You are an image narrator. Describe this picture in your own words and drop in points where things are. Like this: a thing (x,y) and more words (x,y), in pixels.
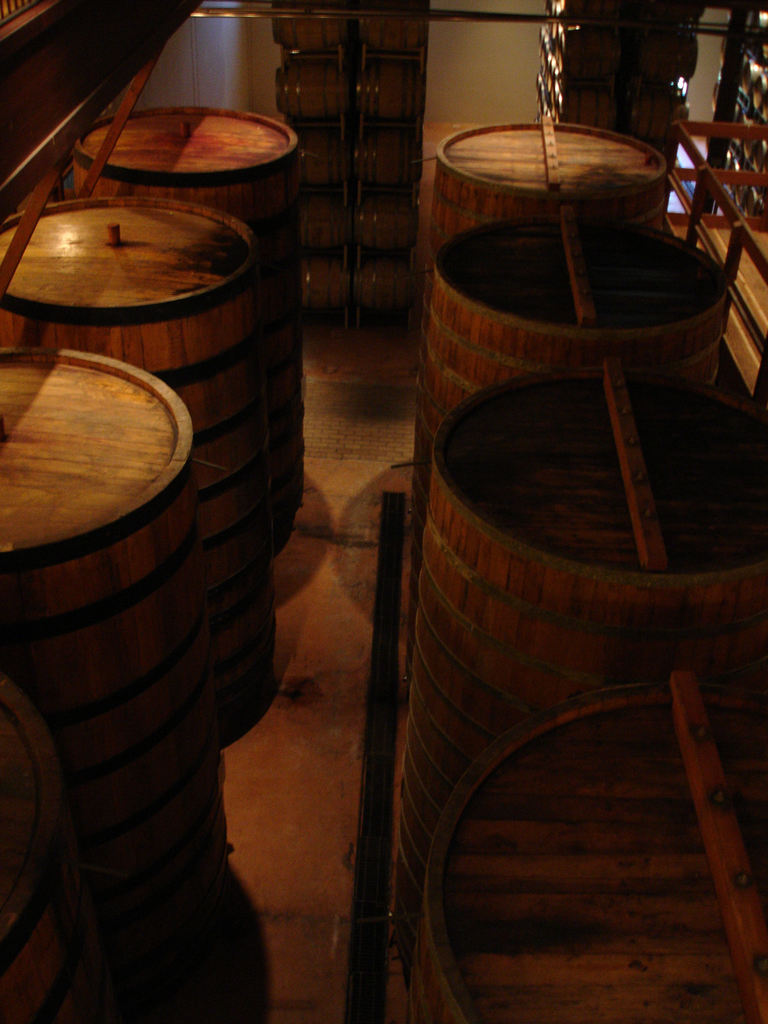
This picture shows the inner view of a room (222,565). There are some drums (117,576) are on the surface (168,1023), one white wall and so many different objects (16,27) are on the surface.
